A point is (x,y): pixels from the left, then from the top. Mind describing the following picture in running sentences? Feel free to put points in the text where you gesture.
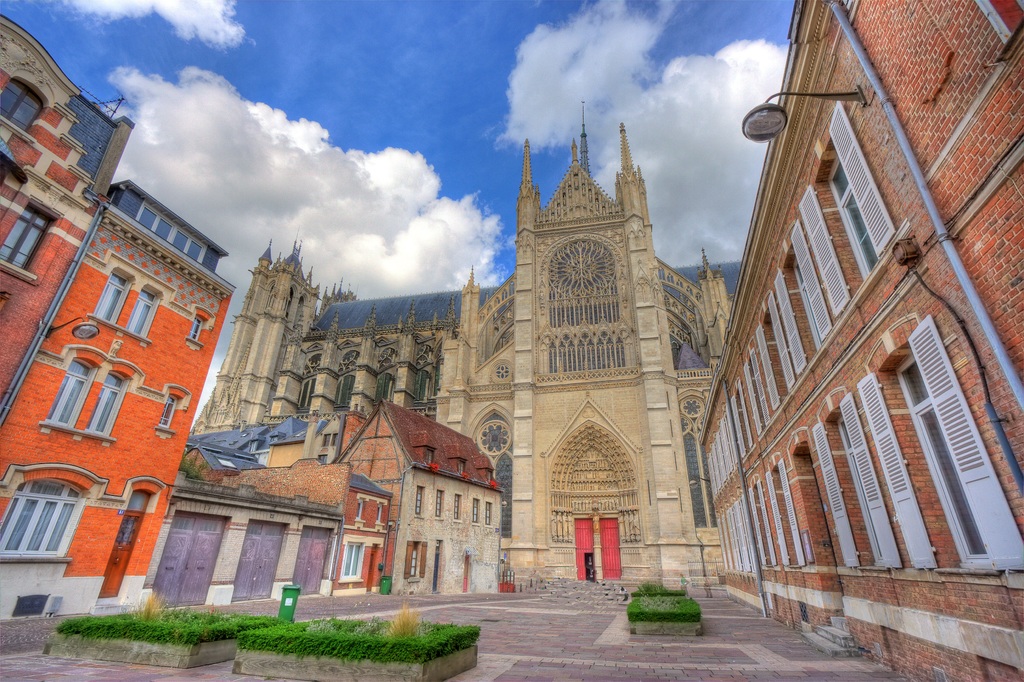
In this image I can see number of buildings (484,413) and on the bottom side (660,595) I can see plants (678,611). On the both sides of this image I can see few lights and few pipes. On the top side of this image (428,158) I can see clouds (741,50) and the sky (448,149). I can also see two green colour things (384,579) on the ground (430,618).
